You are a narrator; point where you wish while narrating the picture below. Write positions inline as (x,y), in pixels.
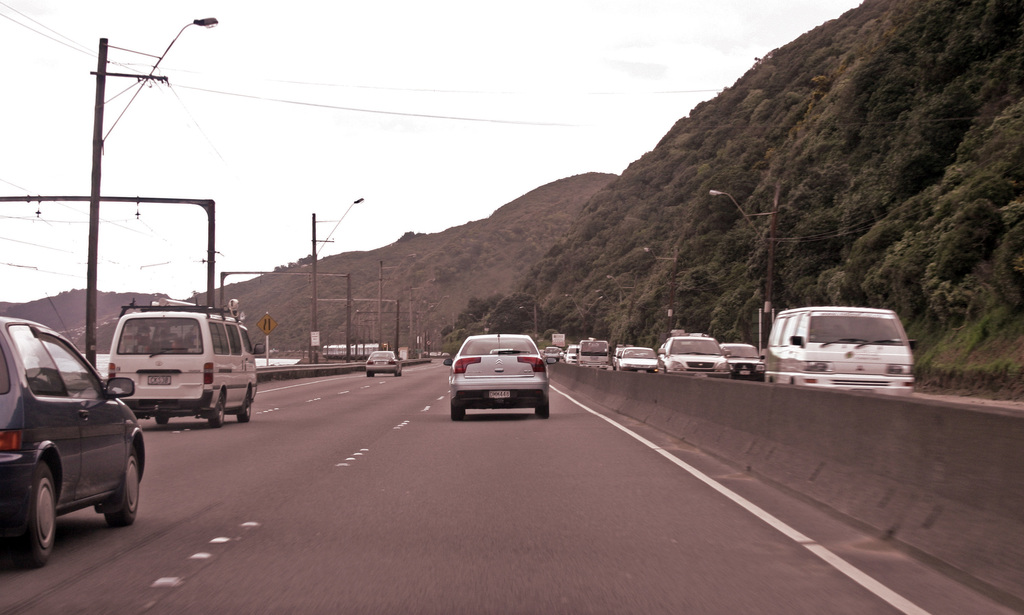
In this picture, we can see a few vehicles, road (580,569), road divider (839,444), poles (155,82), wires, mountains (807,131), grass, trees (955,274) and we can see some signboards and the sky (473,58).
